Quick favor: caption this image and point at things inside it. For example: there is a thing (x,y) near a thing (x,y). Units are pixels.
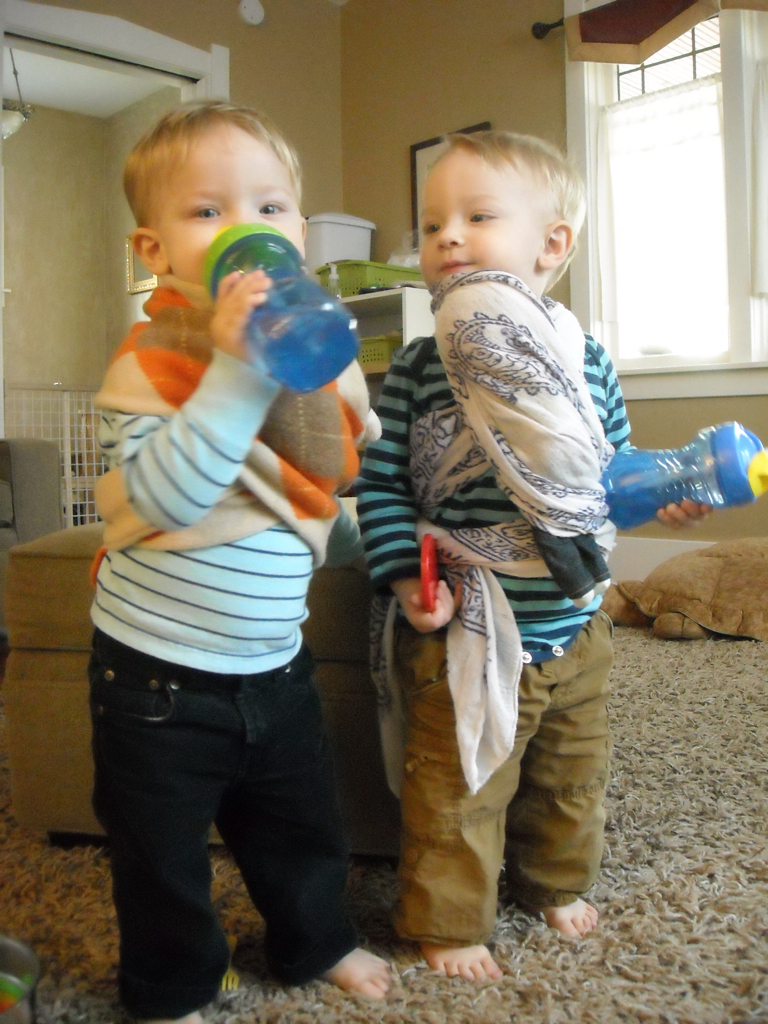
This is the picture taken in a room (381,143), there are two kids (439,594) standing on the floor (572,954) and the floor (649,947) is covered with a mat (655,947) and the boys (238,316) are holding bottle (290,336) and covered with cloth (286,433). Behind the kids (364,520) there is a chair (71,569), wall (51,282), glass window (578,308) and a table (378,325) and on the table (374,303) there are some items (367,282) and a wall (395,119) with photo frame (416,157).
